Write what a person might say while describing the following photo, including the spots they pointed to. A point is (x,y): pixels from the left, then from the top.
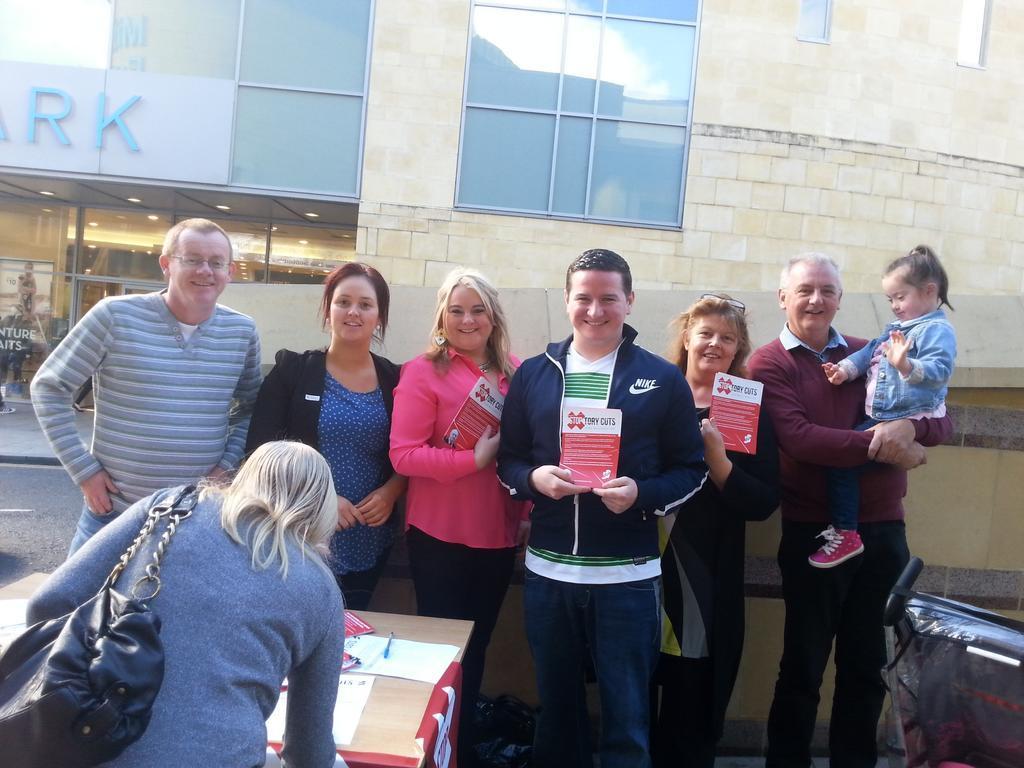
On the left side of the image (172,640) there is a lady (202,695) with bag (139,636) is bending. In front of her there is a table (389,619) with papers (353,684) and pens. Behind the table (409,749) there are few people (198,378) standing. There are three people (690,445) holding papers (584,434) in their hand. Behind them there is a building (813,175) with walls (871,169), glasses (586,85), glass doors (51,261) and lights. And also there is a poster (3,348).
